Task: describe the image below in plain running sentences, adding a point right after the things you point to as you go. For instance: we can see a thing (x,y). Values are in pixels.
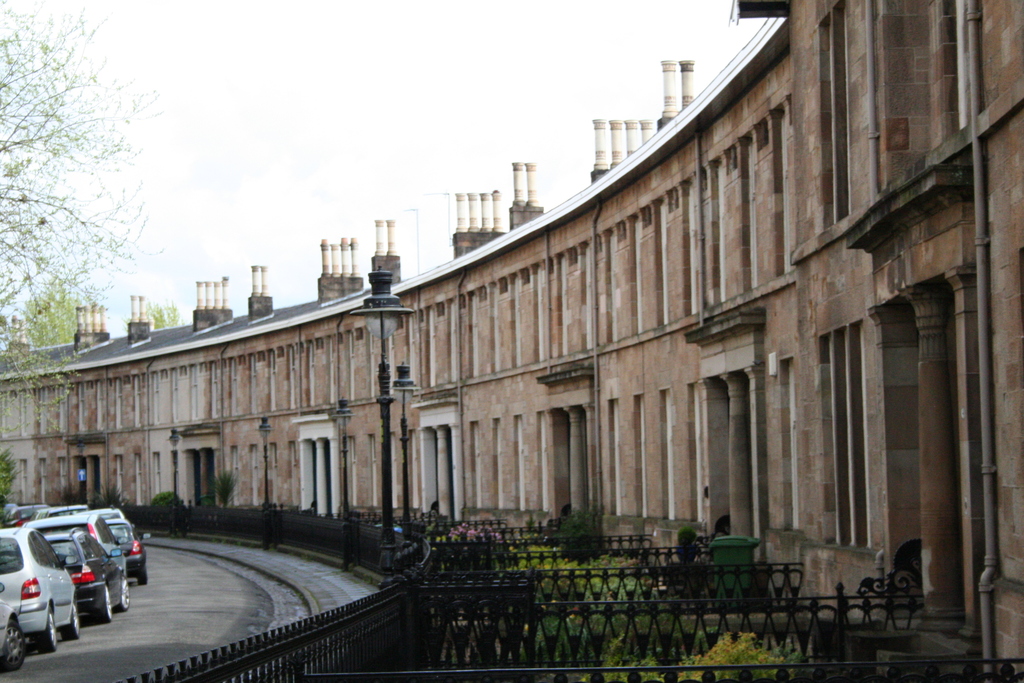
In this image there are buildings (328,392), light poles (381,385), railing (379,551), plants (541,596), grilles (834,609), vehicles (92,511), trees (52,311) and sky (305,104).
